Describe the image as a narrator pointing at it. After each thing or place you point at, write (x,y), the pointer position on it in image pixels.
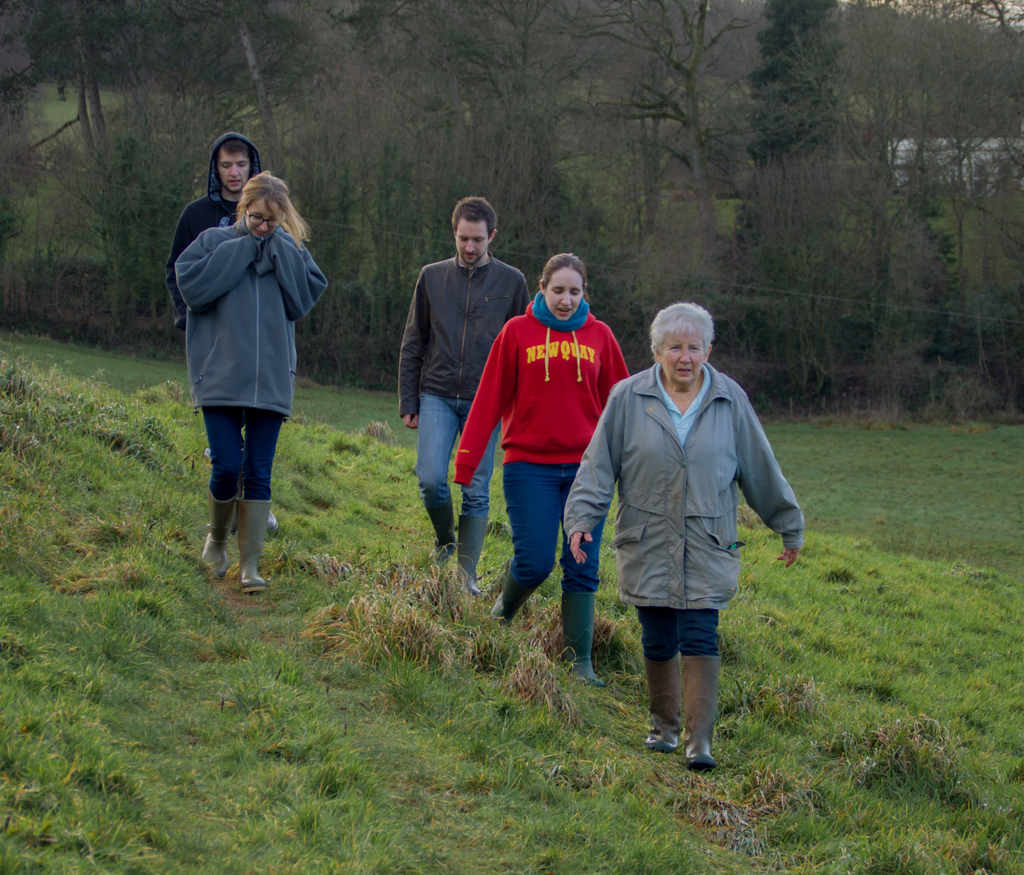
In this image I can see grass ground (485,585) and on it I can see few people (269,344) are standing. I can see all of them are wearing jackets (442,343) and I can see one of them is wearing specs (259,224). In the background (734,81) I can see number of trees (449,247) and over there I can see white colour building (911,139).
